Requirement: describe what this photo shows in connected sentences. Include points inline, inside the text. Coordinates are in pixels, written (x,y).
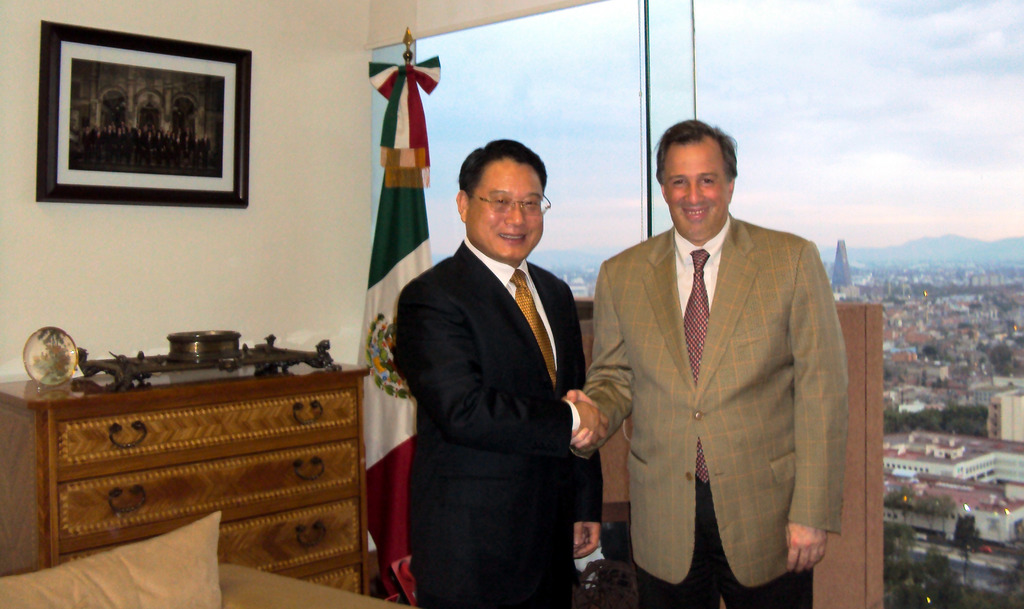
In this image I see 2 men (768,282) who are smiling and both of them are wearing suits (783,252) and standing. In the background (385,553) I see the flag (385,571), a cupboard (350,406), a photo frame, a couch (22,604), a wall (352,10) and lot of buildings (852,293) over here and the sky (462,37).
